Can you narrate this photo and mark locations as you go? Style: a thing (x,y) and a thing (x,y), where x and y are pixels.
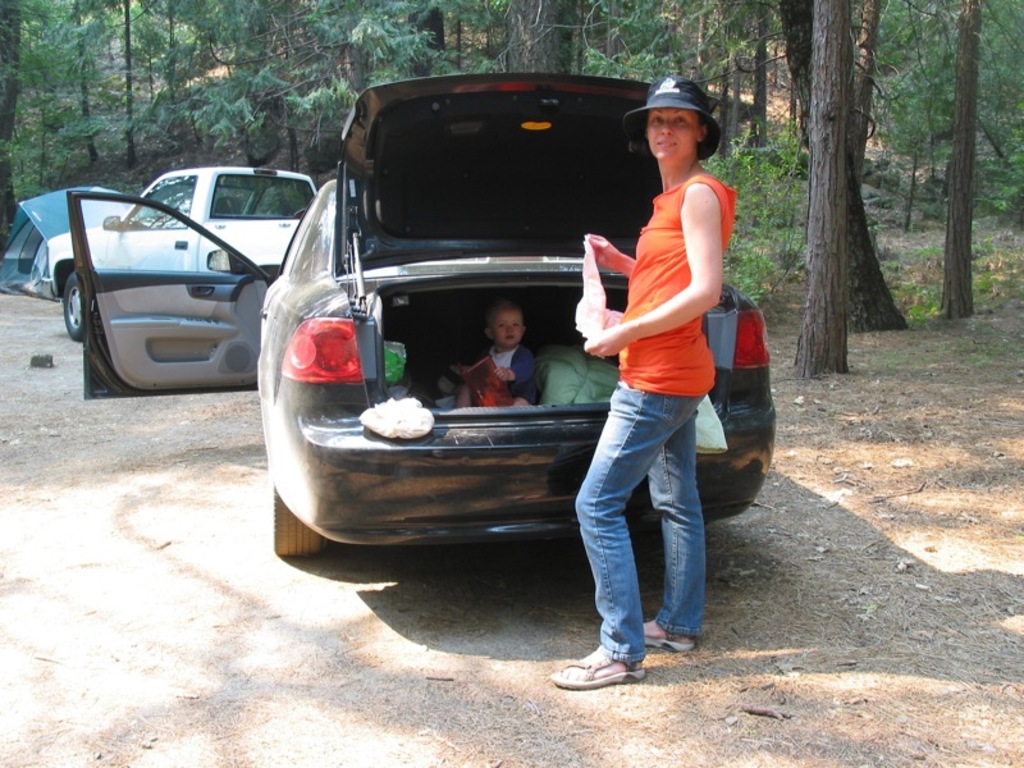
this picture shows a mini truck (259,203) and a car (352,153) we see a woman (654,119) standing and a boy (512,333) in the car (451,346) and we see few trees (771,49) around.
